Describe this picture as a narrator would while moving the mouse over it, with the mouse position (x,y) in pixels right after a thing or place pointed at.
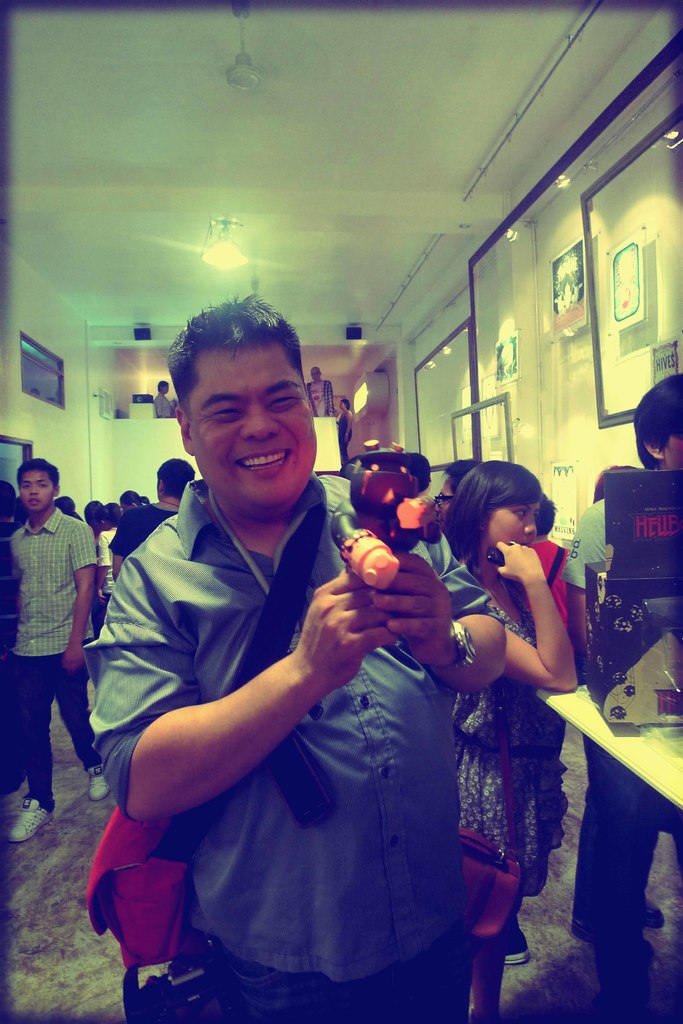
In this image there is a person (253,500) standing with a smile on their face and he is holding an object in his hand (344,661), behind him there are so many people (556,623) standing and walking on the surface (5,874). On the right side of the image (565,698) there is a rack (578,711) on which there are a few objects (602,645) and there are few frames (560,272) hanging on the wall (569,394). At the top of the image (268,160) there is a ceiling (319,116).
